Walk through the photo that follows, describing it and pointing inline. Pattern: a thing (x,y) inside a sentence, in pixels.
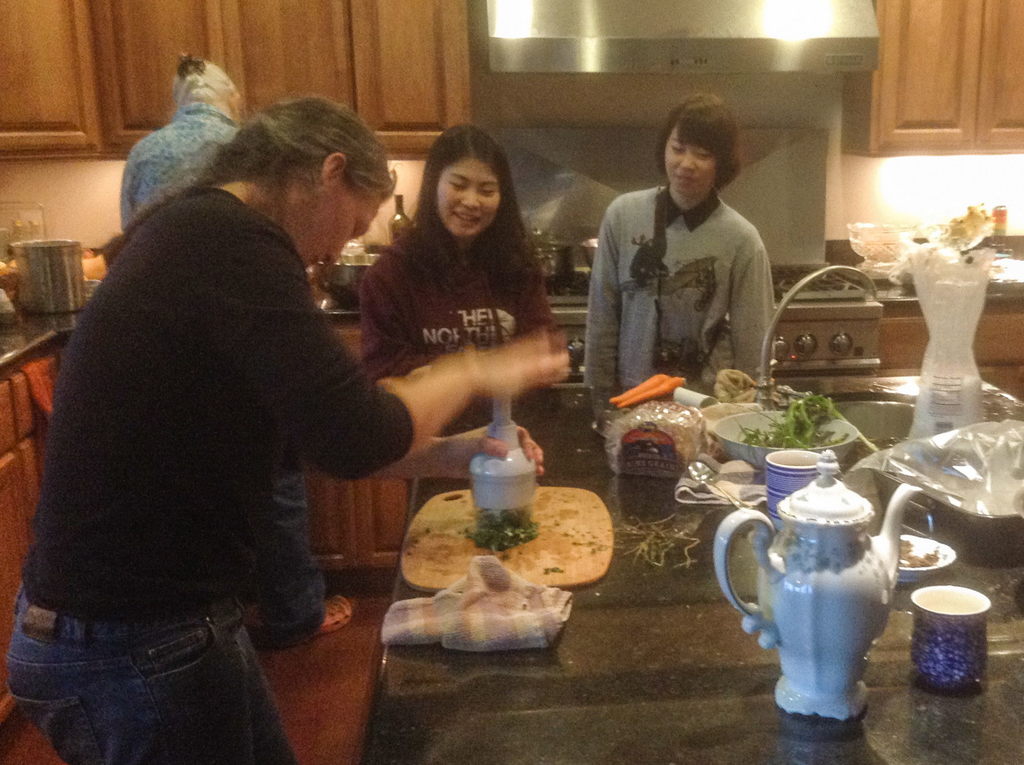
In this image, we can see four people (392,270) are standing on the floor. Few are smiling. Here a person (451,445) is holding some object (507,478). At the bottom (538,685), there is a table (614,680) few objects (980,643) are placed on it. Background (1023,281) there is a kitchen platform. So many things (1020,258), items (965,310), stove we can see. Here we can see cupboards (1018,363), chimney (824,64) and wall (654,109).
